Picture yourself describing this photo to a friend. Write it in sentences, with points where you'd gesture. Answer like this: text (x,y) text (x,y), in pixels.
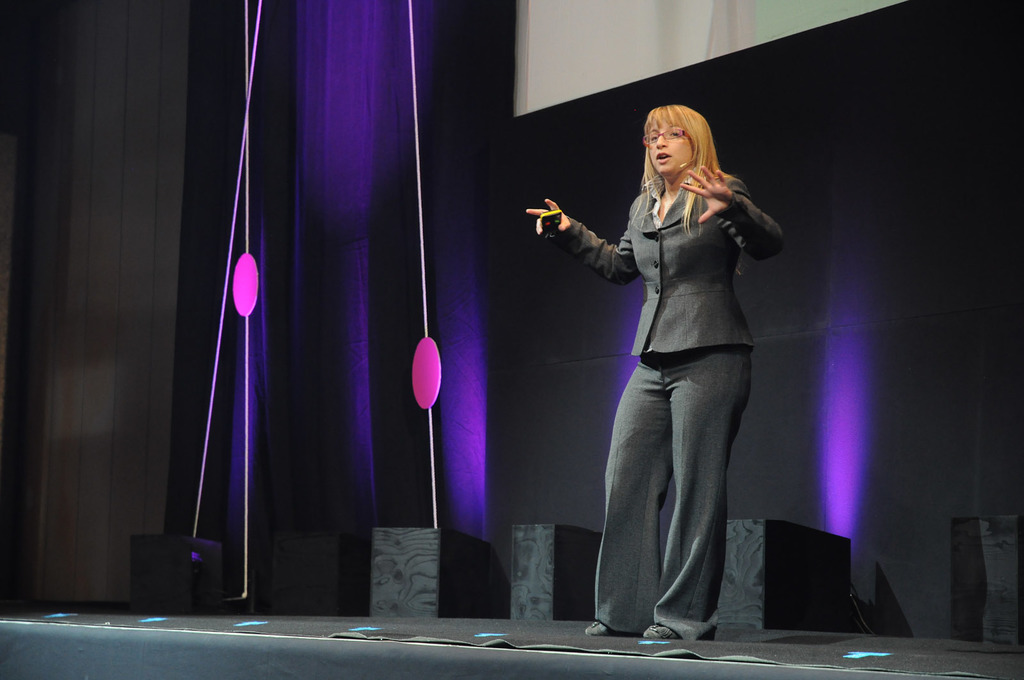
A woman (681,320) is standing wearing suit (691,465) on the stage (714,645).
